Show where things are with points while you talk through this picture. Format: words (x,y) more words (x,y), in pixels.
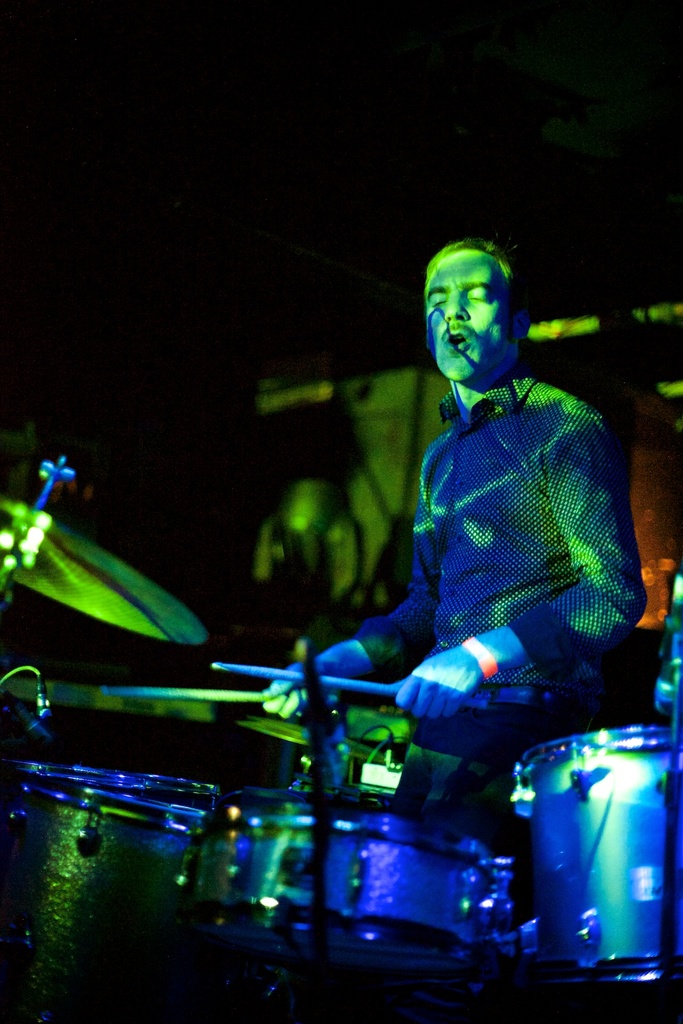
In this picture we can observe a person (483,477) sitting and playing drums (129,816) which were in front of him. He is holding two sticks (259,668) in his hand (280,712). We can observe green and blue color lights (370,463) in this picture. The background (149,155) is completely dark.
